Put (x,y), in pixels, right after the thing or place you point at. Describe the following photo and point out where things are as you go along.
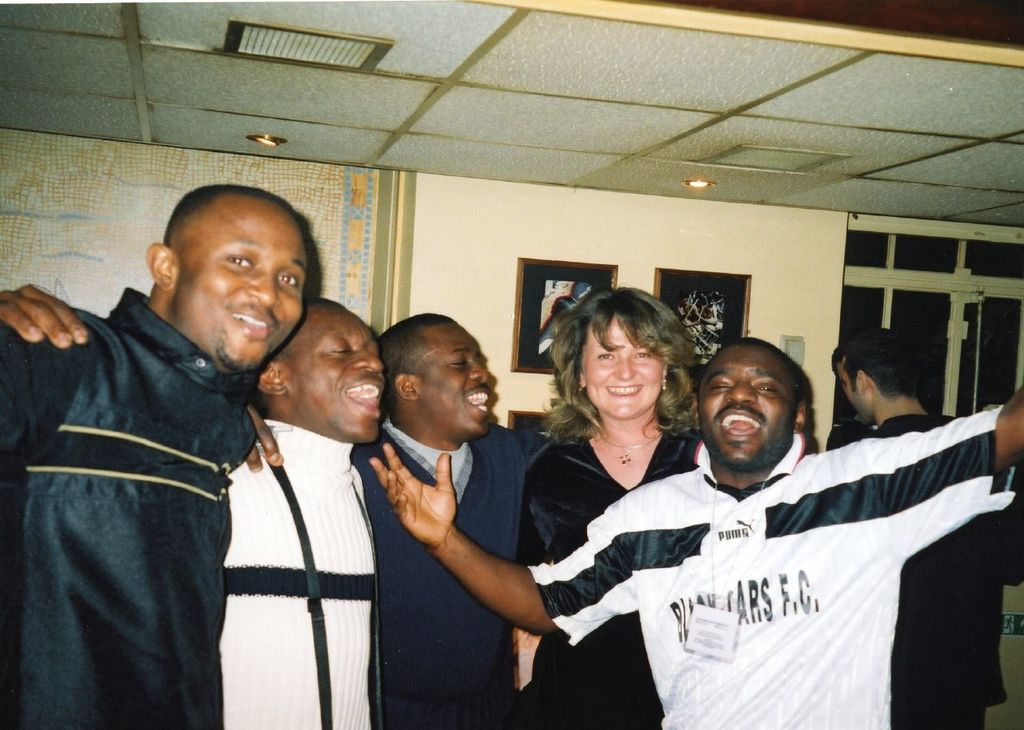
This is an inside view. Here I can see few men (581,560) and a woman (600,485) are standing, smiling and giving pose for the picture. On the right side (969,663) there is another man (951,642) standing and facing to the back side (860,384). At the back of these people (109,502) there is a wall (578,225) along with the window (956,324). To the wall (645,277) two frames (597,275) attached.
